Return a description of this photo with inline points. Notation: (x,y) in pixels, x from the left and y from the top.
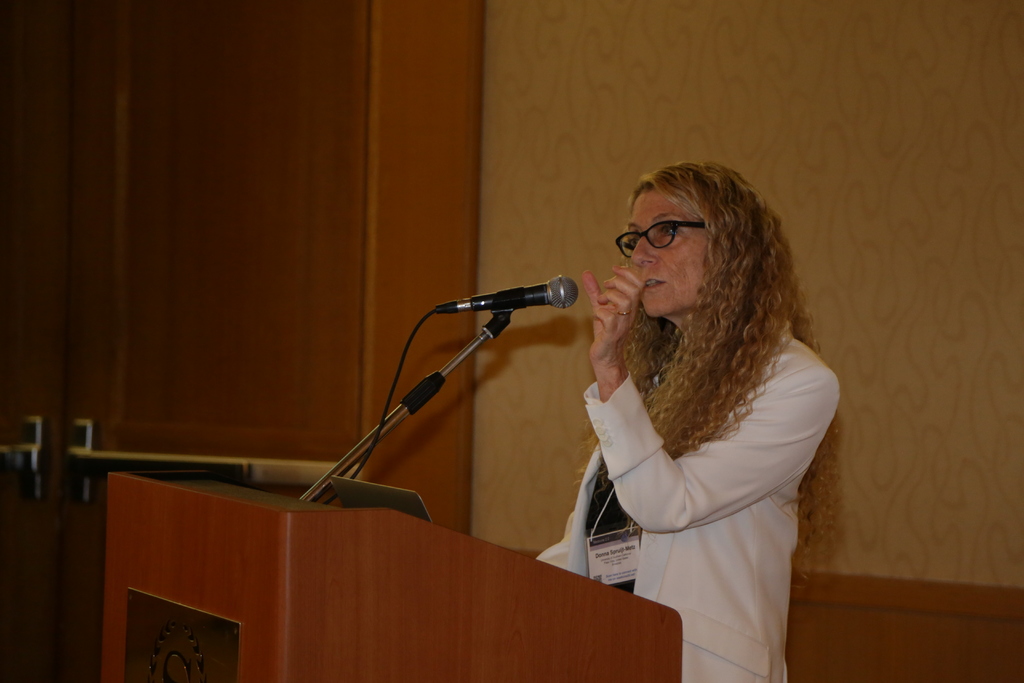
In this image we can see a woman (697,492) is standing. She is wearing white color coat (724,507). In front of her, we can see a podium (358,532) and mic (506,301). In the background (520,126), we can see a wall (652,68) and a door (198,289).
